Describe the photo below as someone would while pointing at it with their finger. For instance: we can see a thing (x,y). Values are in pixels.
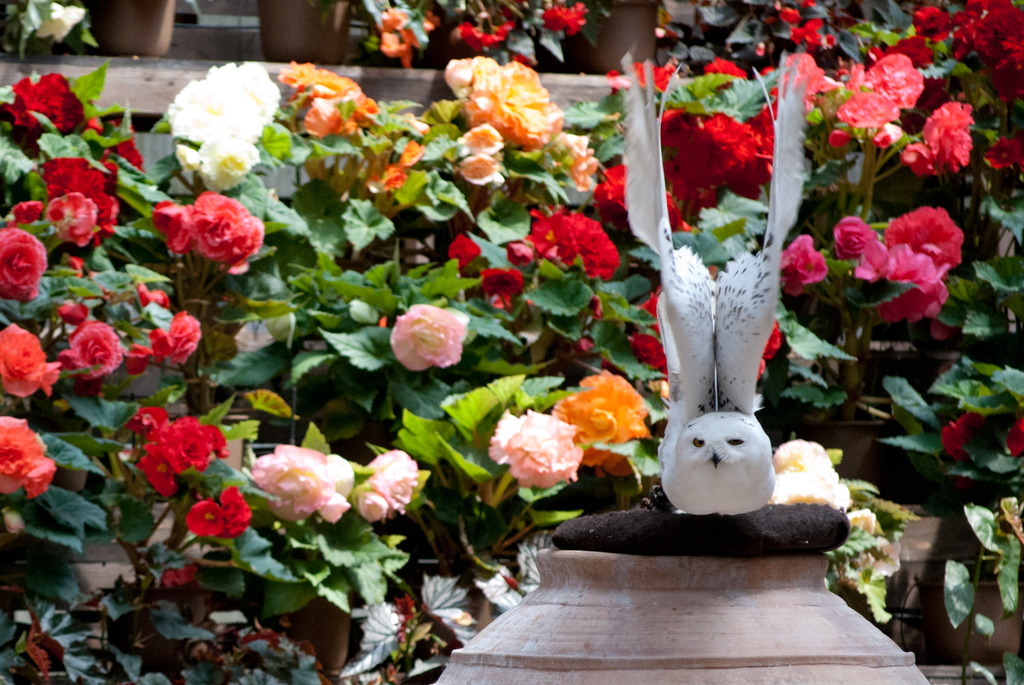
In the center of the image (666,295) we can see a bird (718,437) is present on a pot (598,612). In the background of the image (566,340) we can see the flowers (430,330), plants (240,368). At the top of the image (222,30) we can see the pots (330,47) and wall (253,39).
